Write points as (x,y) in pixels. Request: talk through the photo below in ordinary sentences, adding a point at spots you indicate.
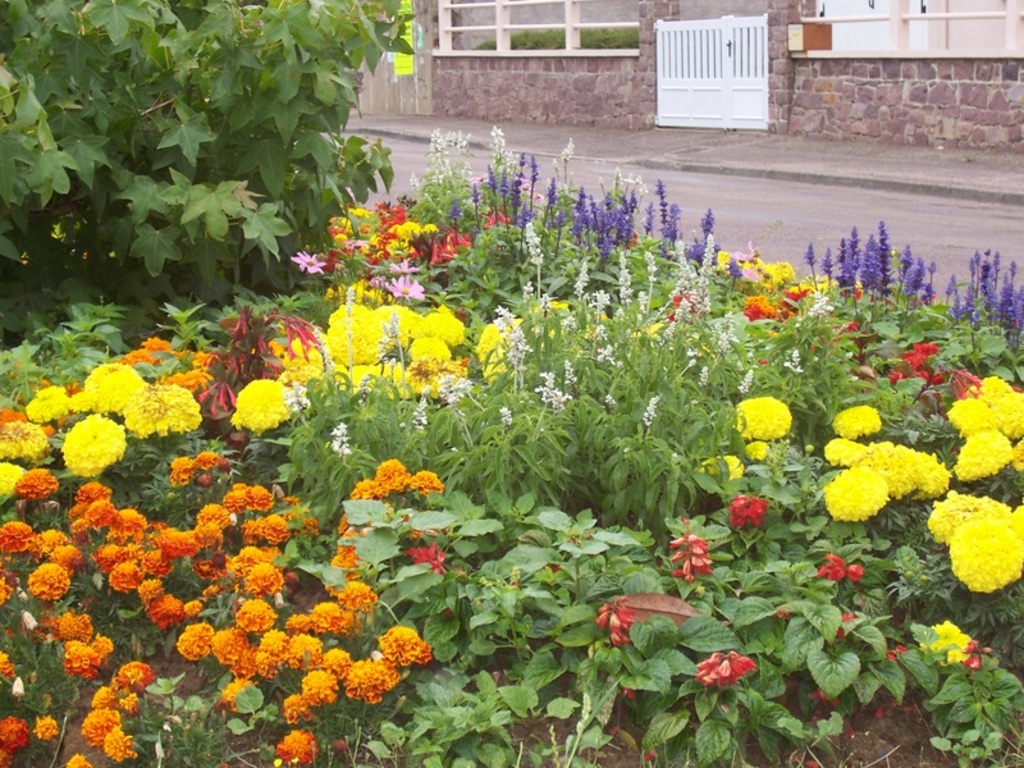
In the foreground of the image (410,722) we can see different color flowers (294,406) and plants (631,528). On the top of the image (516,54) we can see road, wooden gate (752,81), rock's house (921,129) and grass (619,47).
